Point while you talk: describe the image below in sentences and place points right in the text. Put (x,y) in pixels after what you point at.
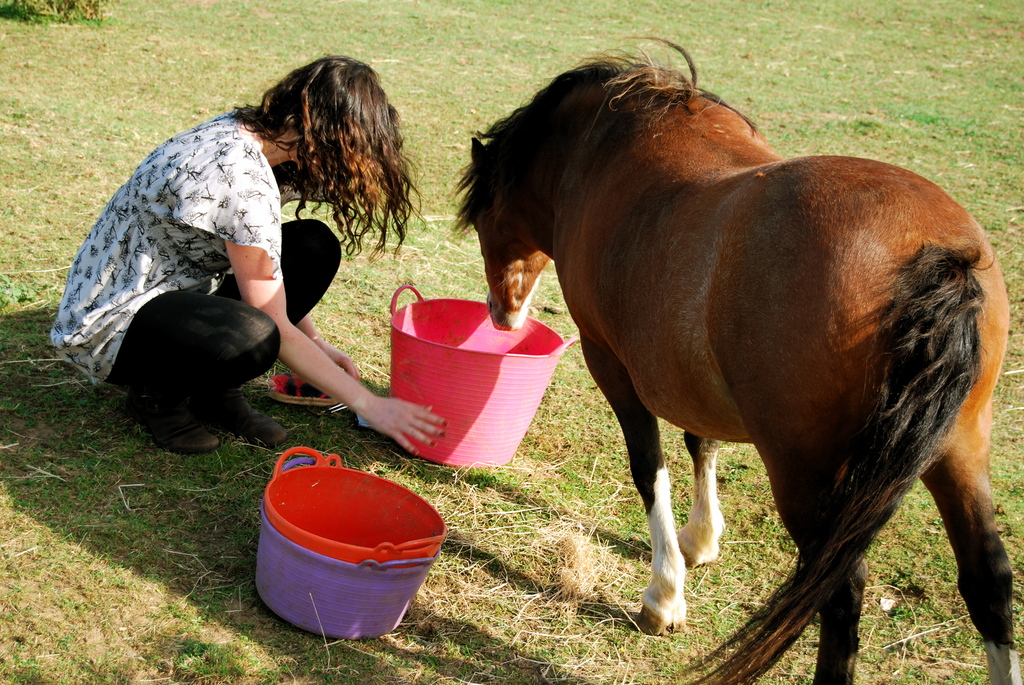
This picture is clicked outside. On the right (707,114) there is a horse (696,480) standing on the ground (449,541) and we can see the utensils (492,413) and some objects (286,401) are placed on the ground (538,521). On the left (248,177) there is a person (145,269) squatting on the ground (246,454) and we can see the green grass (136,150).
